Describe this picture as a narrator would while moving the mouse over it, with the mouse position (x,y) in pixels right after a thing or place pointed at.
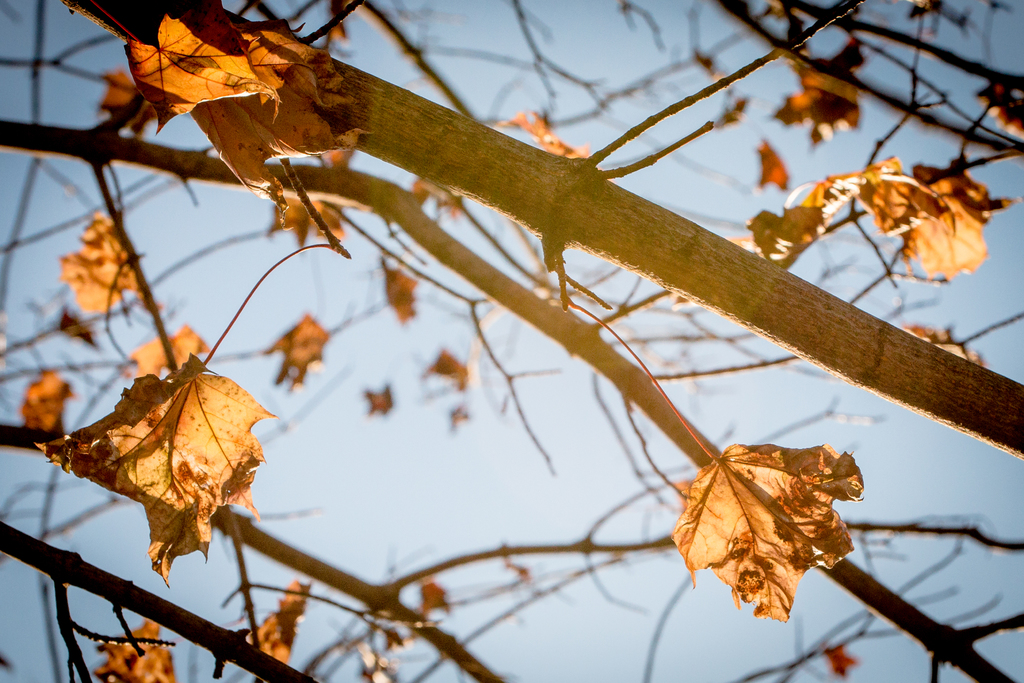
Here we can see branches (384,253) and leaves (184,489) of a tree (203,446) and this is a sky (427,467).
